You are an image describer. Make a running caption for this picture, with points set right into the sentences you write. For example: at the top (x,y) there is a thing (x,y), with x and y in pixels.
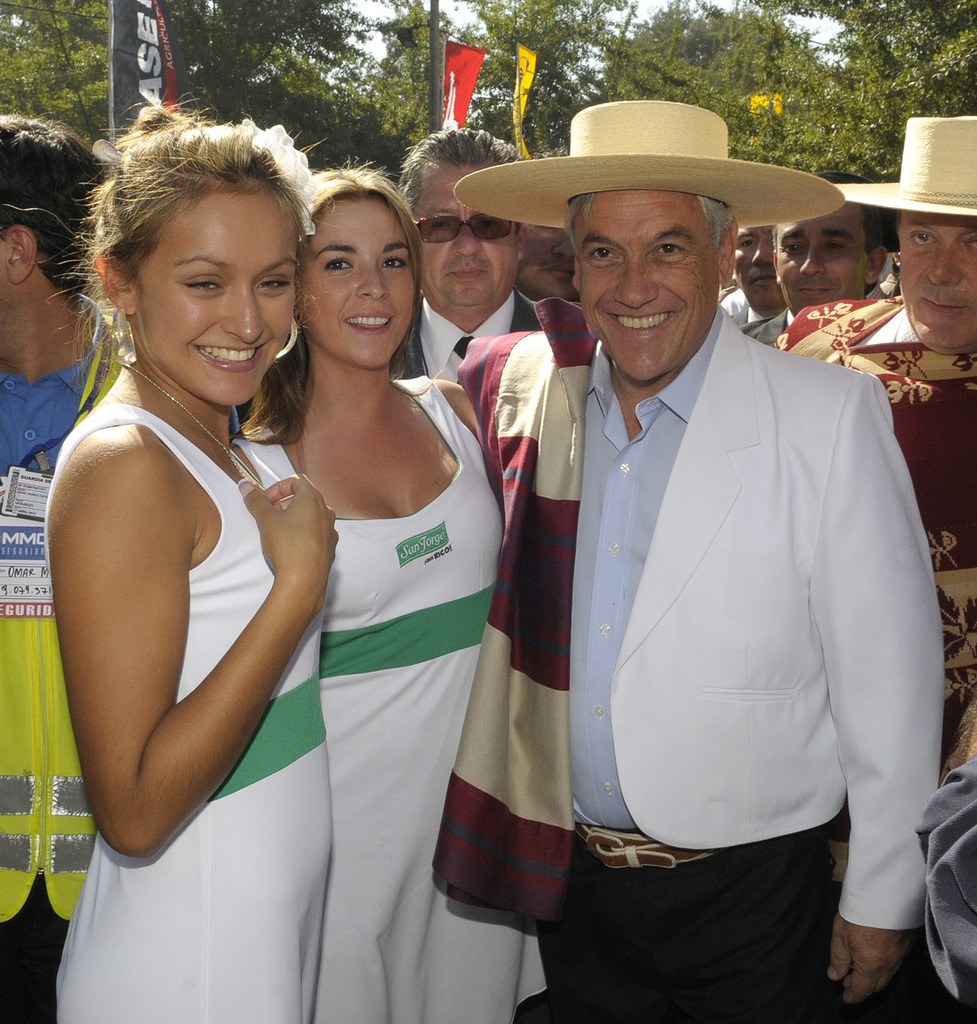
This image is taken outdoors. In the background (263,92) there are a few trees (859,98). There are two flags (470,69). There is a pole (438,78) and there is a banner (132,48) with a text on it. In the middle of the image (349,342) many people (158,551) are standing. There are two women (438,379) and a man (615,454) and they are with smiling faces (331,340).
